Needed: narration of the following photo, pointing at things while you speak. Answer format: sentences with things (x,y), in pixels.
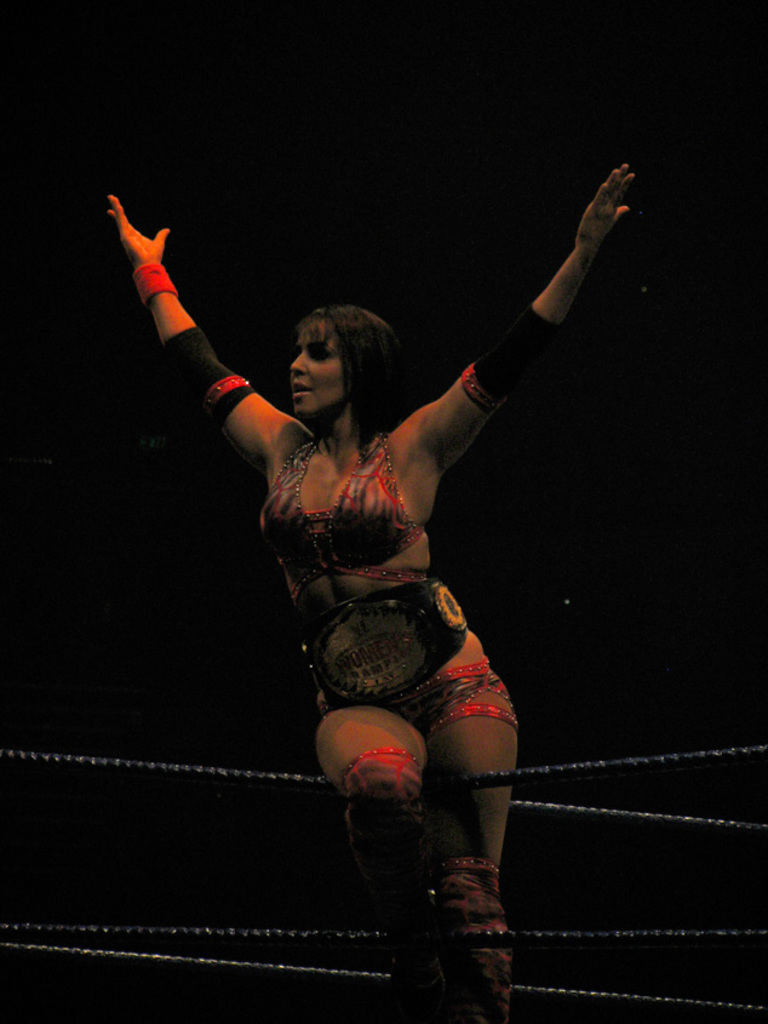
In this image we can see there is a person (367,716) standing and there are ropes (502,771). And there is a dark background (162,152).
